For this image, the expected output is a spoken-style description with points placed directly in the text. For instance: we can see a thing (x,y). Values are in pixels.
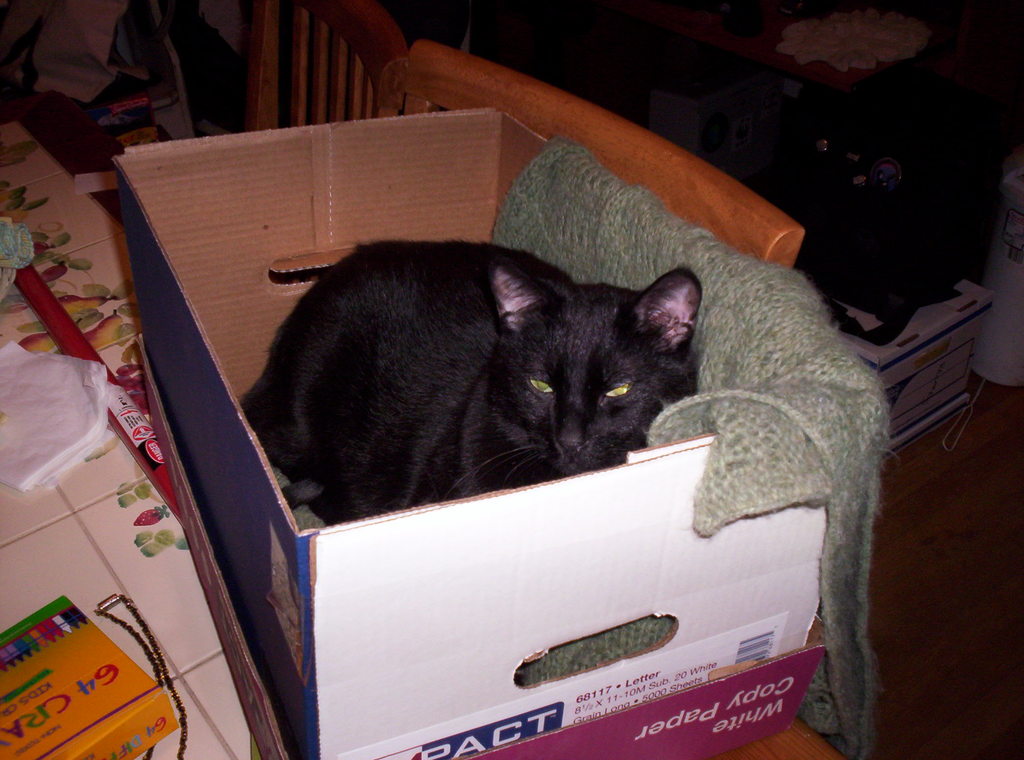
In this image we can see a cat (619,429) and a cloth (689,419) inside a cardboard box (503,610) placed on the surface (165,636). On the left side of the image (58,420) we can see some tissue papers (60,433), a rod (110,391), box (136,678) and some objects (152,643) placed on the table (159,583). On the right side of the image (894,200) we can see a bag (910,269) on a box (936,337), container (991,340) and some objects (679,102) on the ground (986,523). In the center of the image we can see the chairs (315,10).
